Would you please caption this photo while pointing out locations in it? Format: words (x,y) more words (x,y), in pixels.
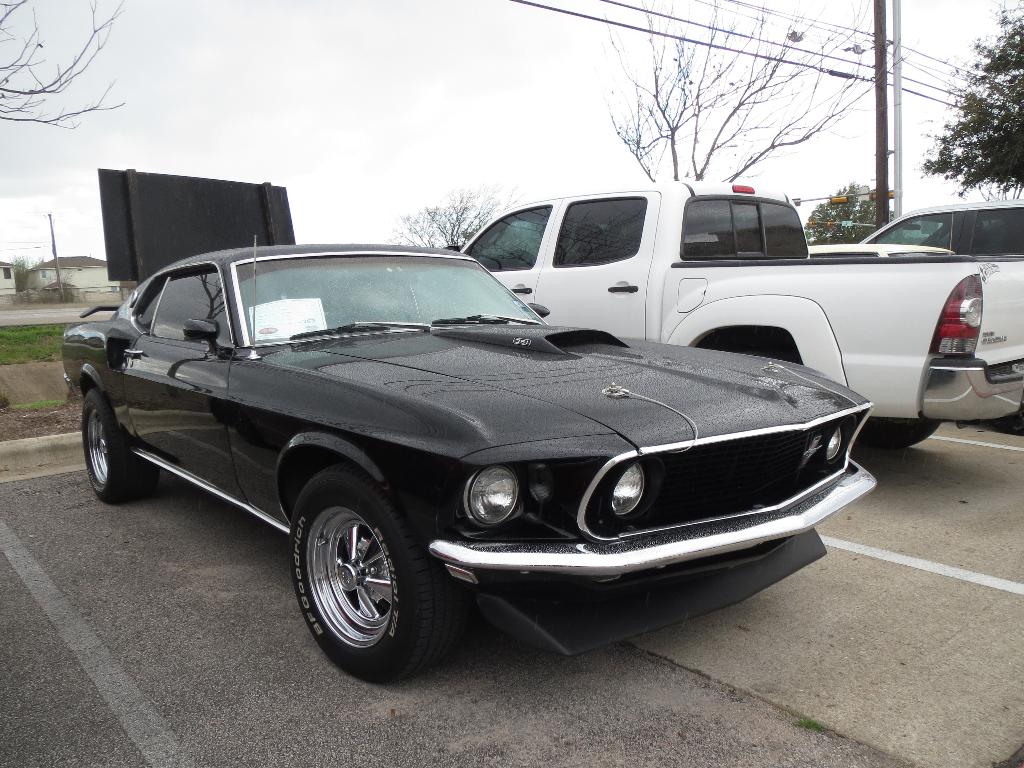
In this image we can see some cars (312,513) parked on the road (266,559). On the backside (102,278) we can see some trees (727,123), poles (883,207), wires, houses (92,286) with roof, a fence (98,297) and the sky (105,66) which looks cloudy.
